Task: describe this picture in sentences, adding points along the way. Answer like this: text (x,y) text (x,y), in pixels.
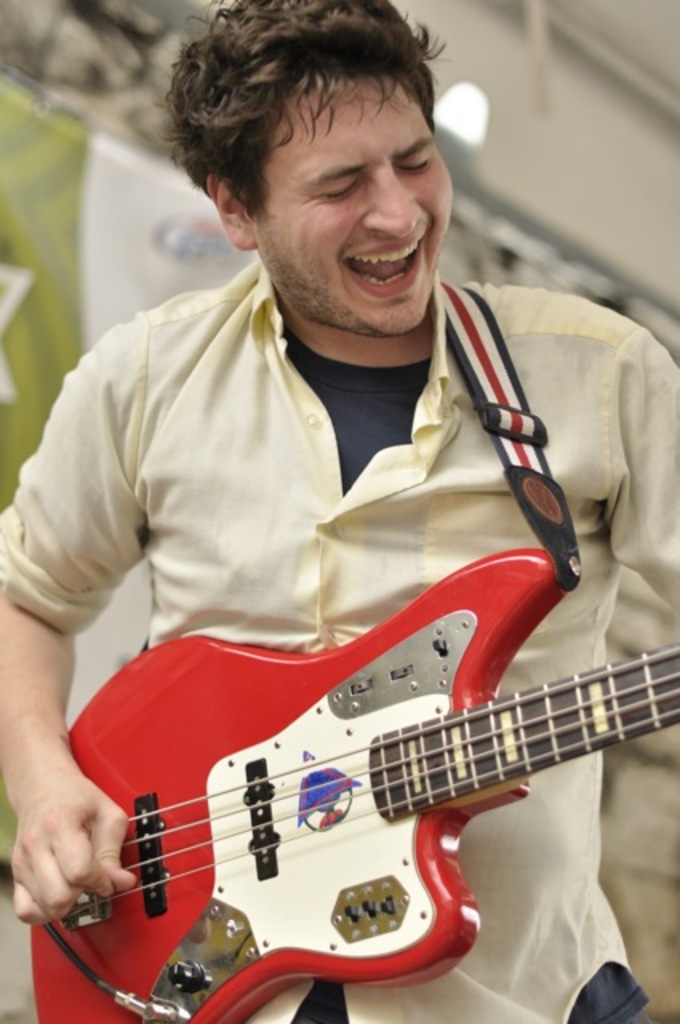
In this image i can see a man (383,553) is playing a guitar (349,825) in his hands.
